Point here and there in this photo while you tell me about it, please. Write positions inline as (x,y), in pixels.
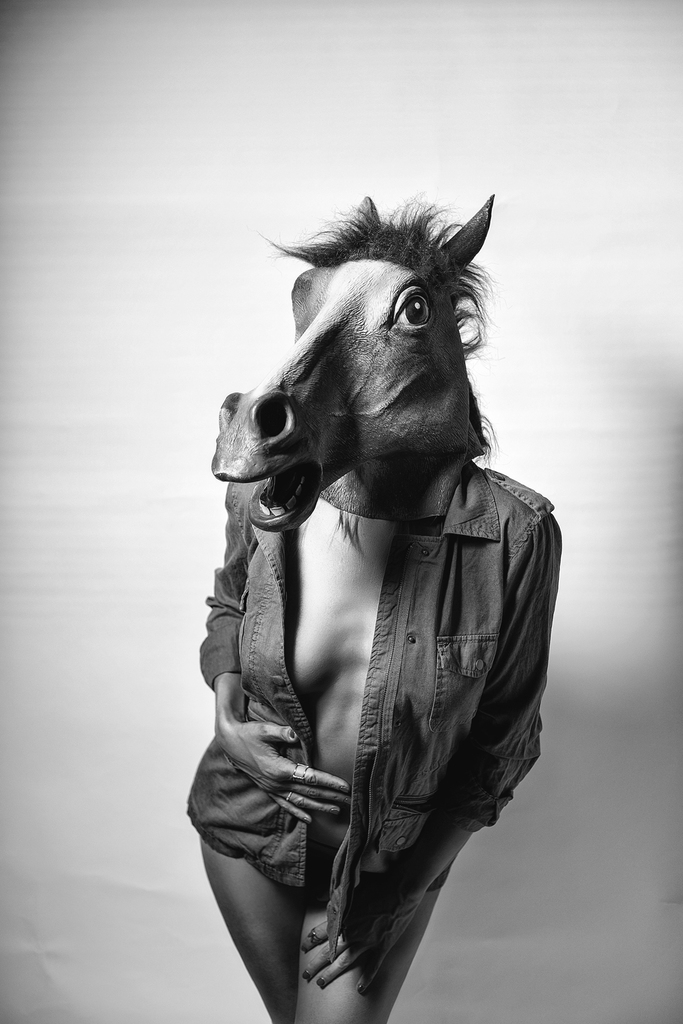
In this picture we can see a person (233,659) wearing a jacket (246,671) with a animal mask (371,462) over the head (433,368) and there is a ring (296,775) to the finger (323,788). The attire (302,826) of this person (399,721) is inappropriate.
